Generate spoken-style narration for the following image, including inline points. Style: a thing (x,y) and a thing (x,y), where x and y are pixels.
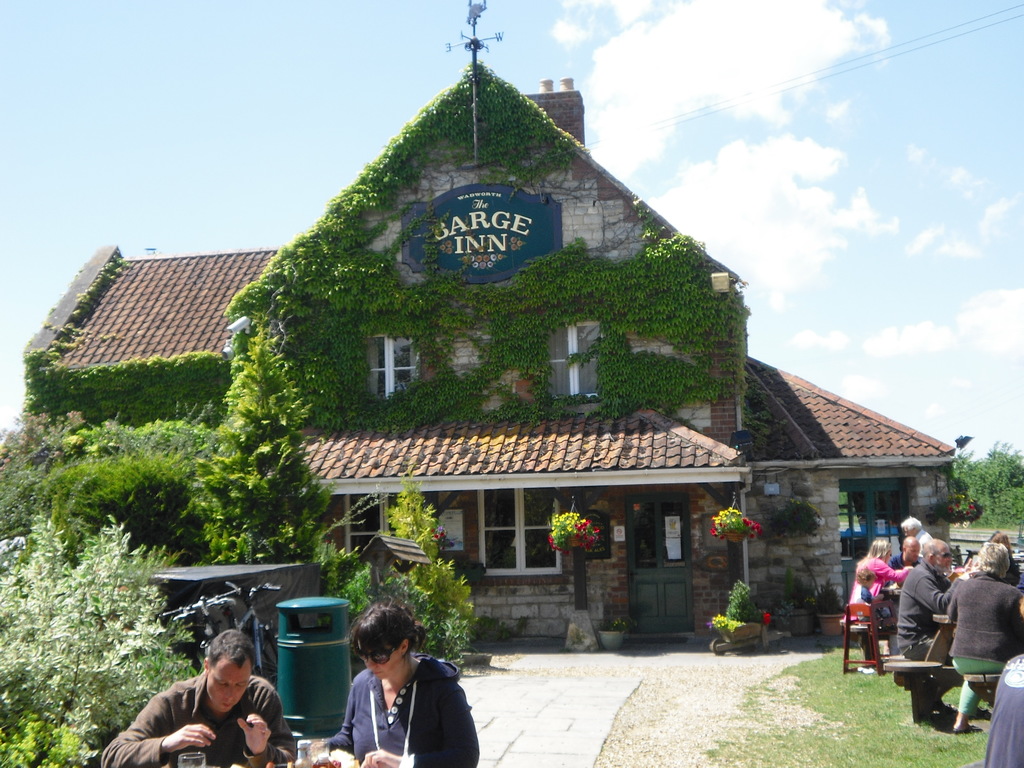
In the picture I can see a house (502,410). On the house (502,410) there is a board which has something written on it. I can also see people (1008,547) sitting on chairs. Here I can see trees (148,639), plants (149,489), the grass (832,738) and some other objects (194,594) on the ground (690,708). In the background (785,293) I can see the sky (826,247).
